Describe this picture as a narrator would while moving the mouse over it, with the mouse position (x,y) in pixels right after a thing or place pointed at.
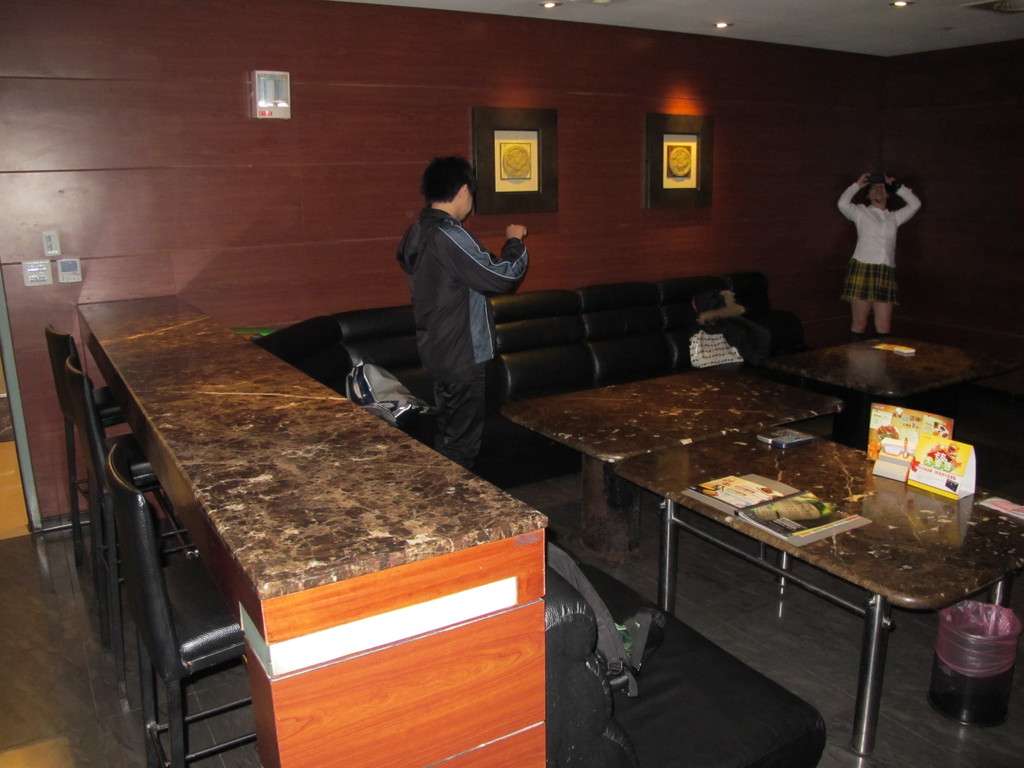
In this picture I can see few tables (598,452) in front (740,449) and I see the chairs (150,517) on the left side of this image (142,535). In the background (445,260) I see 2 persons (887,219), in which both of them are standing and in the background (398,299) I see the wall (747,138) on which there are 2 frames (509,166) and I see the lights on the ceiling (773,5) and on the right side of this image (842,508) I see a table (906,523) on which there are few things (920,465).
